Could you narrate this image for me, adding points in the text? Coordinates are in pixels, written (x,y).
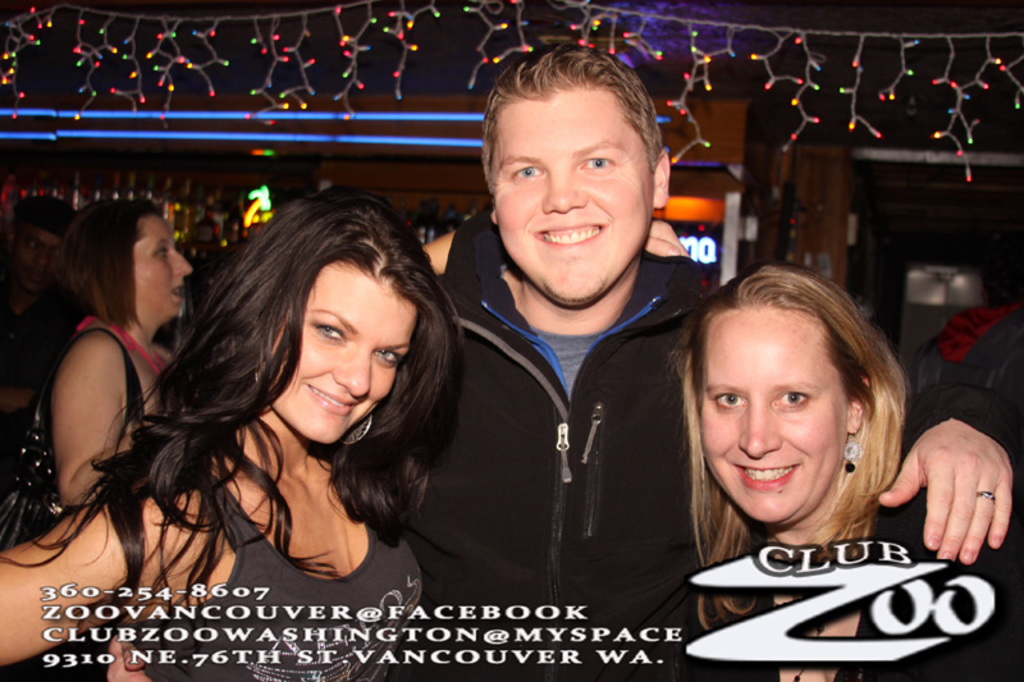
In this image we can see three persons (452,474) smiling. In the back (111,271) there are persons (80,248). And there are light decorations (937,83). At the bottom (212,608) something is written on the image. And the lady (109,368) on the left side (104,398) is wearing a bag (53,469).
